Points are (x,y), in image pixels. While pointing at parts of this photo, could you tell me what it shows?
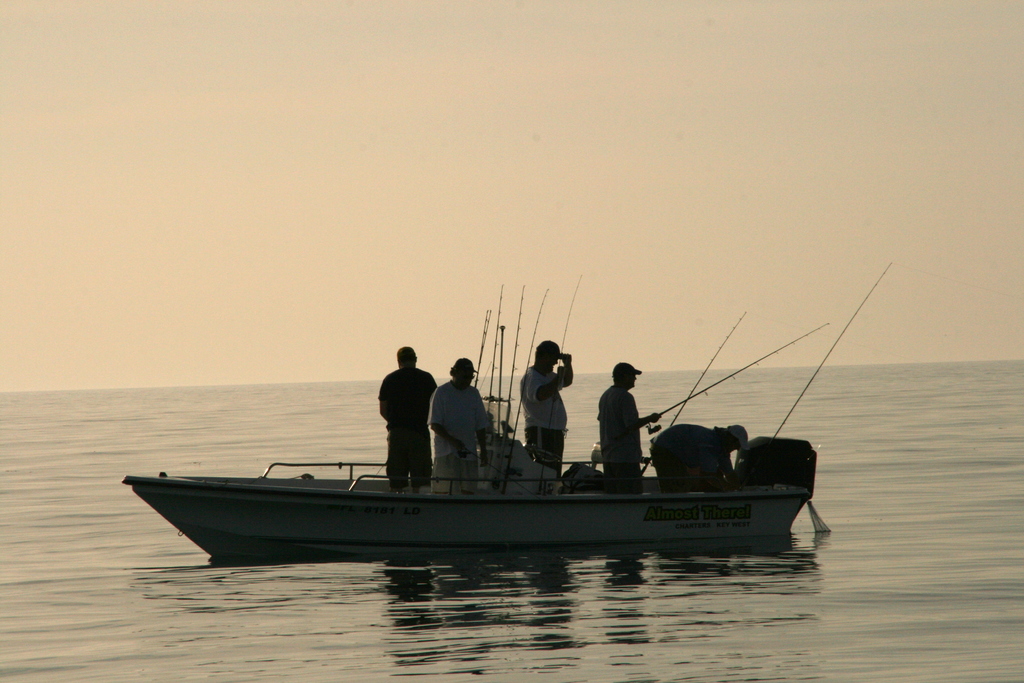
In the image in the center (507,453), we can see one boat (462,539). In the boat (518,445), we can see a few people (606,482) are standing and holding fishing rod (685,404). In the background (656,363) we can see the sky (449,182), clouds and water (745,409).
